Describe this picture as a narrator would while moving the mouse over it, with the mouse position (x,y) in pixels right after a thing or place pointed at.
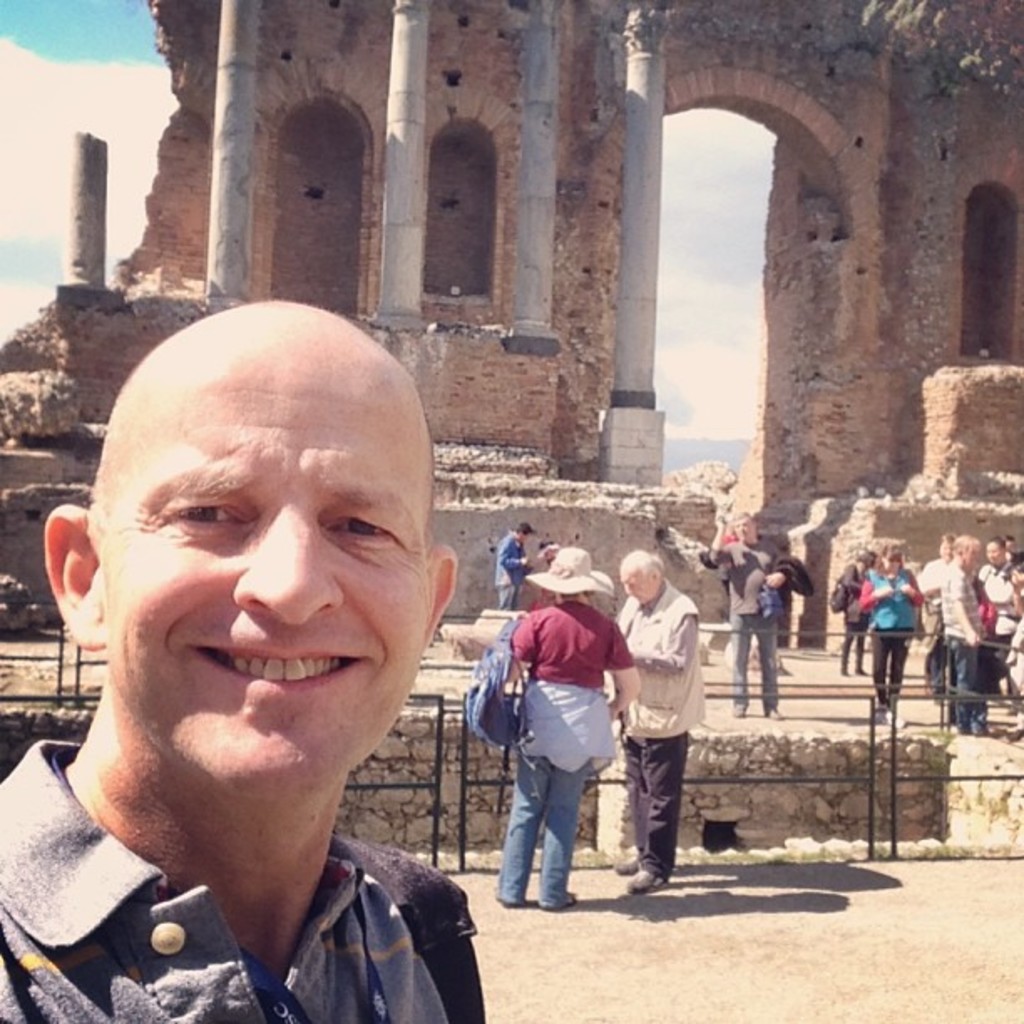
In the foreground of the image (85,941) we can see a person (175,968) wearing T-shirt (376,924), carrying backpack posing for a photograph and in the background of the image (620,622) there are some group of persons (572,666) standing in front of monument (553,239), there is fencing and there is cloudy sky (60,167).
